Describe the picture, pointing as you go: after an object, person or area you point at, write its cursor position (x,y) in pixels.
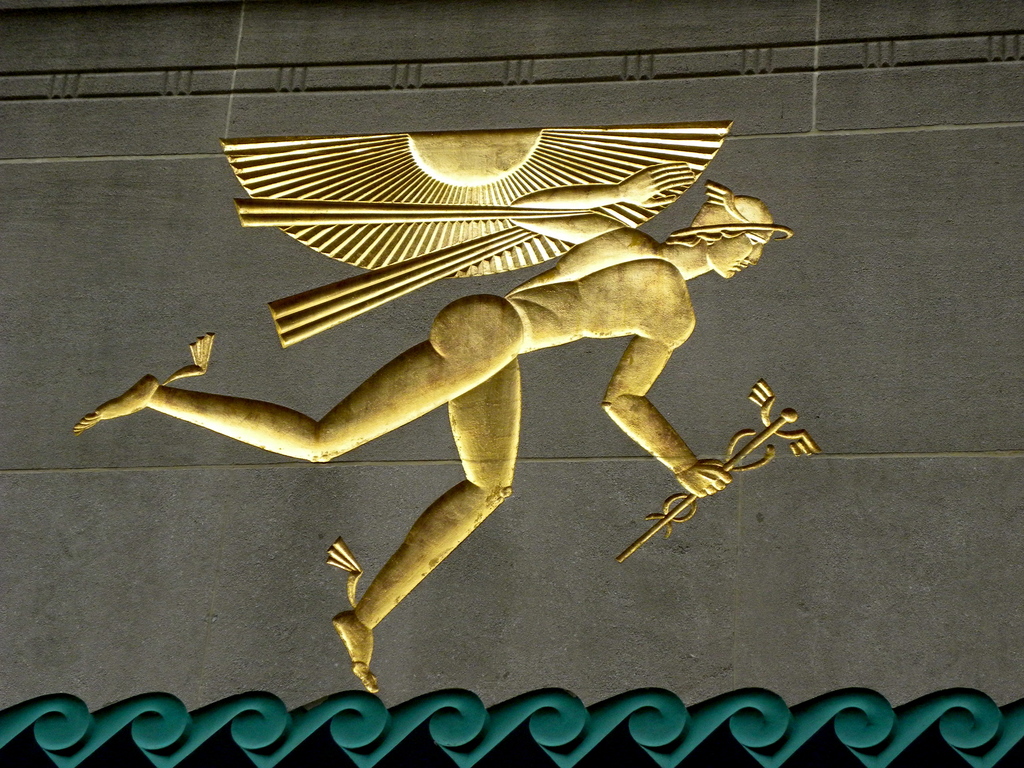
In this image we can see the picture of a man (516,362) holding an object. On the backside (532,443) we can see a wall (184,456).
